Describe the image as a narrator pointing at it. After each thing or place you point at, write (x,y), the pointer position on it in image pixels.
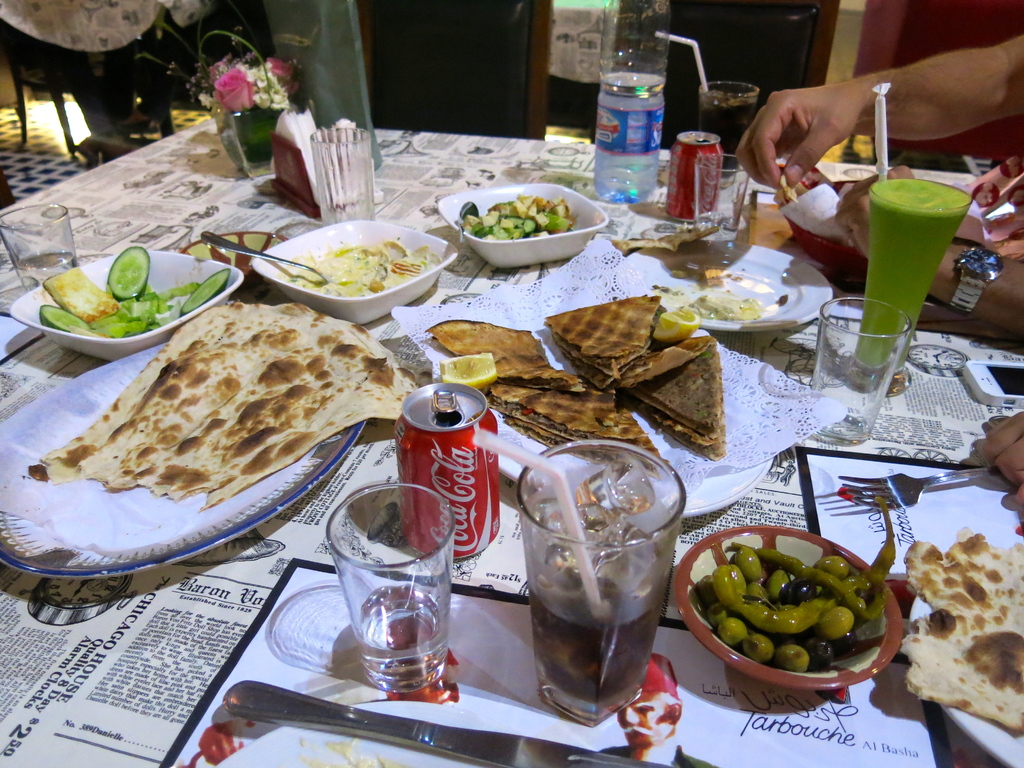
In this image there are glasses (442,627) at the bottom (467,537) and a coke tin (499,470) and there are many food items (533,367) in the plates (506,434) on this dining table (47,350). On the right side (1016,84) human hands (965,100) are taking the food (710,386).
